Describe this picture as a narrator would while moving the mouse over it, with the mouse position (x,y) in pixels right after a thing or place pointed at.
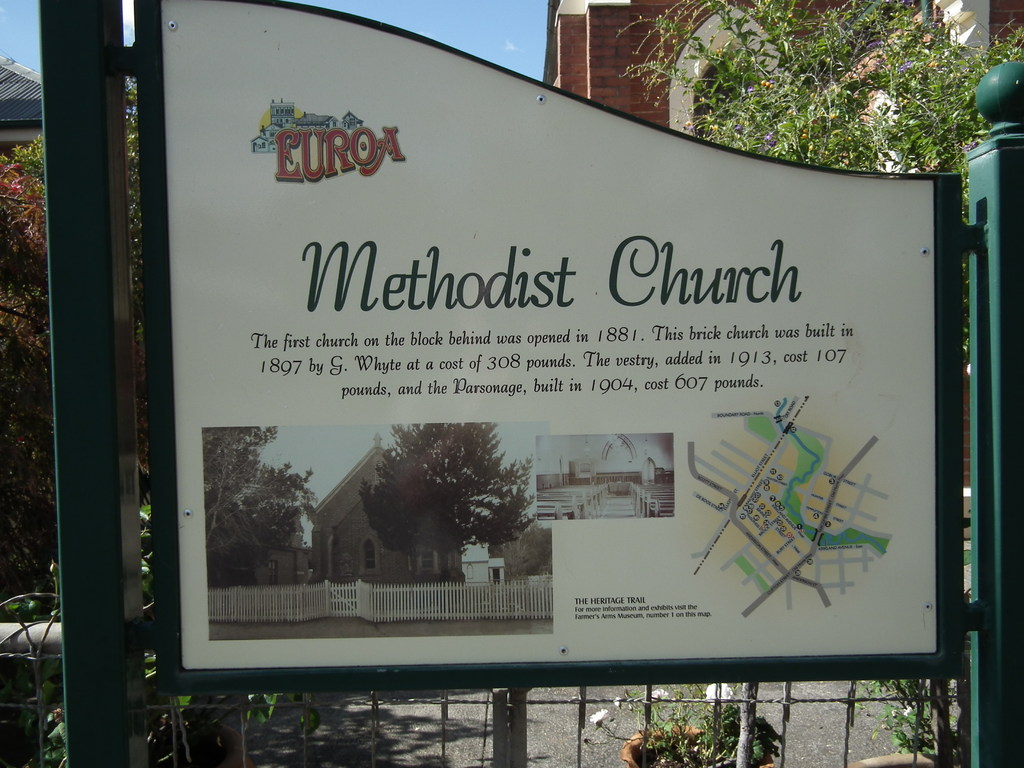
In the center of the image (364,490) we can see a board (750,561) with some text (793,363) and pictures (660,507) placed on poles (980,210). On the left (6,149) and right side of the image (720,50) we can see buildings (0,136) with windows (735,12) and group of trees (789,25). At the bottom of the image (703,743) we can see a fence (517,724) and some plants (762,738) in pots (718,765). At the top of the image (421,19) we can see the sky (429,3).
